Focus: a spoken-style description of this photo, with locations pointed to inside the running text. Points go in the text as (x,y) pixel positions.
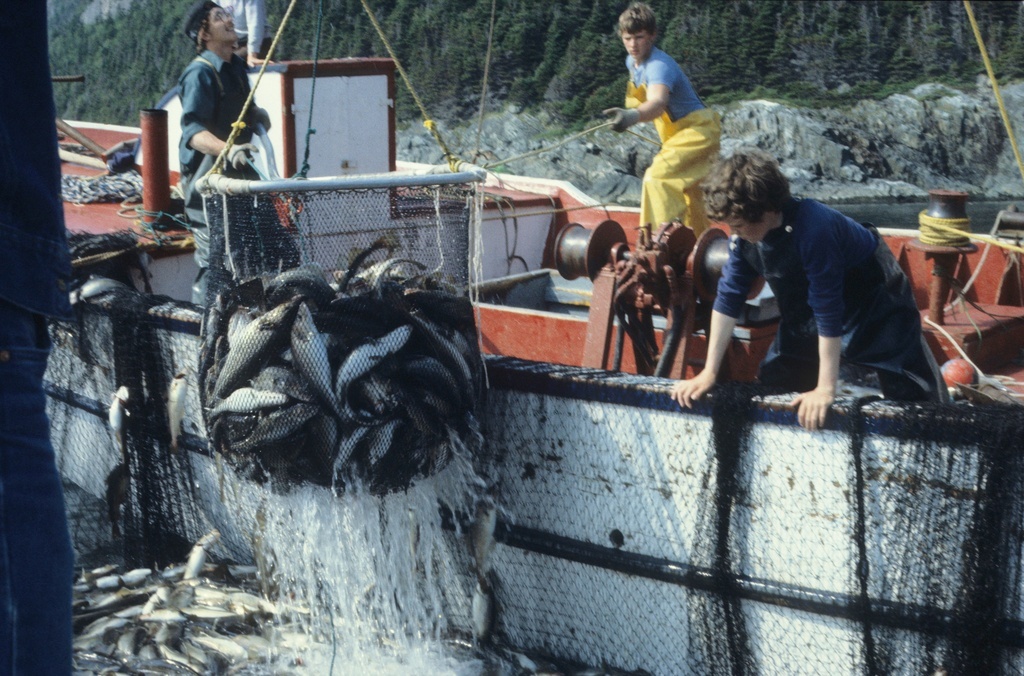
In this image I can see number of fish (338,397) where few are on the water (323,655) and few are in the fishing net (361,271). I can also see water (370,511) in the front (282,555) and in the background (283,24) I can see few persons (193,31), few ropes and number of trees (104,35).
